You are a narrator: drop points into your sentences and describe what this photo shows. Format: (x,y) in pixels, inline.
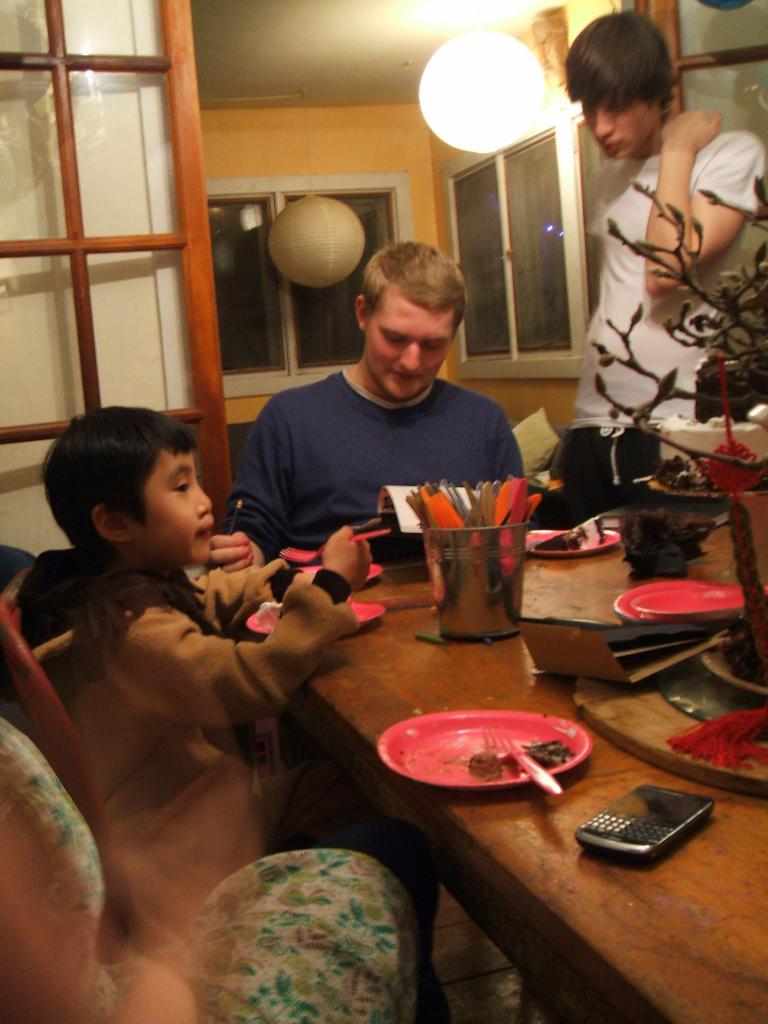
The picture is taken inside the house (40,58) there is a table (746,948) and on the table (557,594) there are some snacks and a mobile phone (649,802), there are total four people (172,878) around the table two of them are sitting on the table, in the background (274,312) there are two windows (463,218) and a light (484,145).
